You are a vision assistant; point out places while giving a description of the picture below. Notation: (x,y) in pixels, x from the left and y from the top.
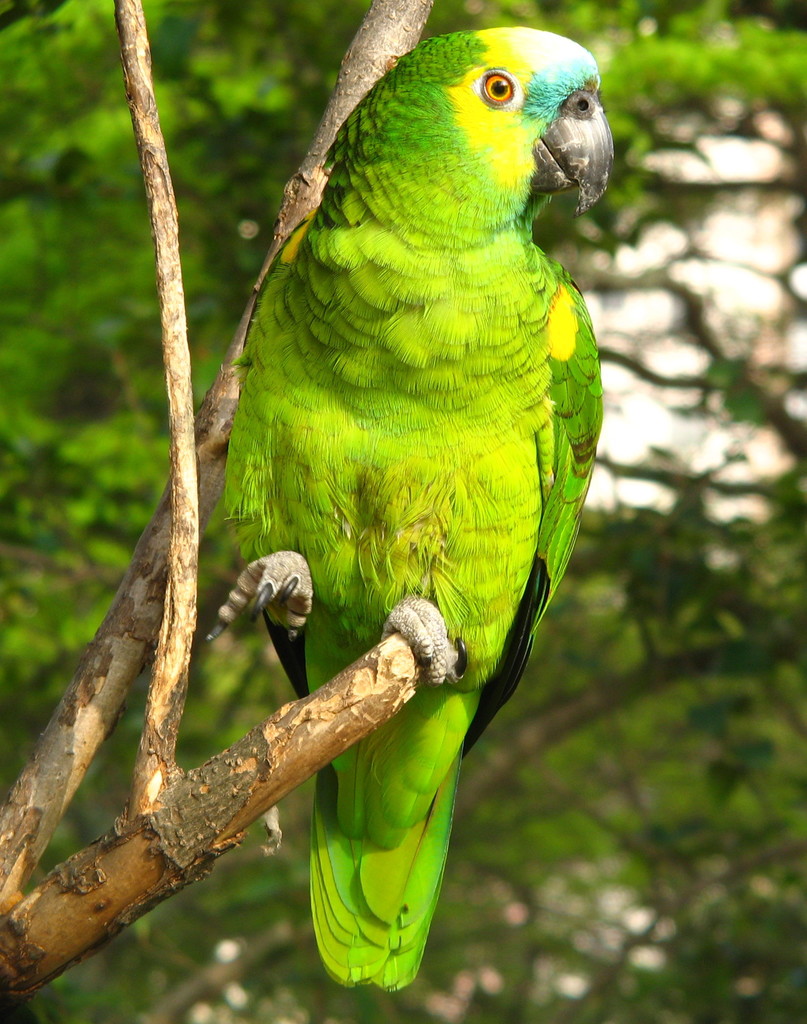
In this picture we can see a parrot (374,907) on a branch (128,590) and in the background (187,204) we can see trees (127,194).
